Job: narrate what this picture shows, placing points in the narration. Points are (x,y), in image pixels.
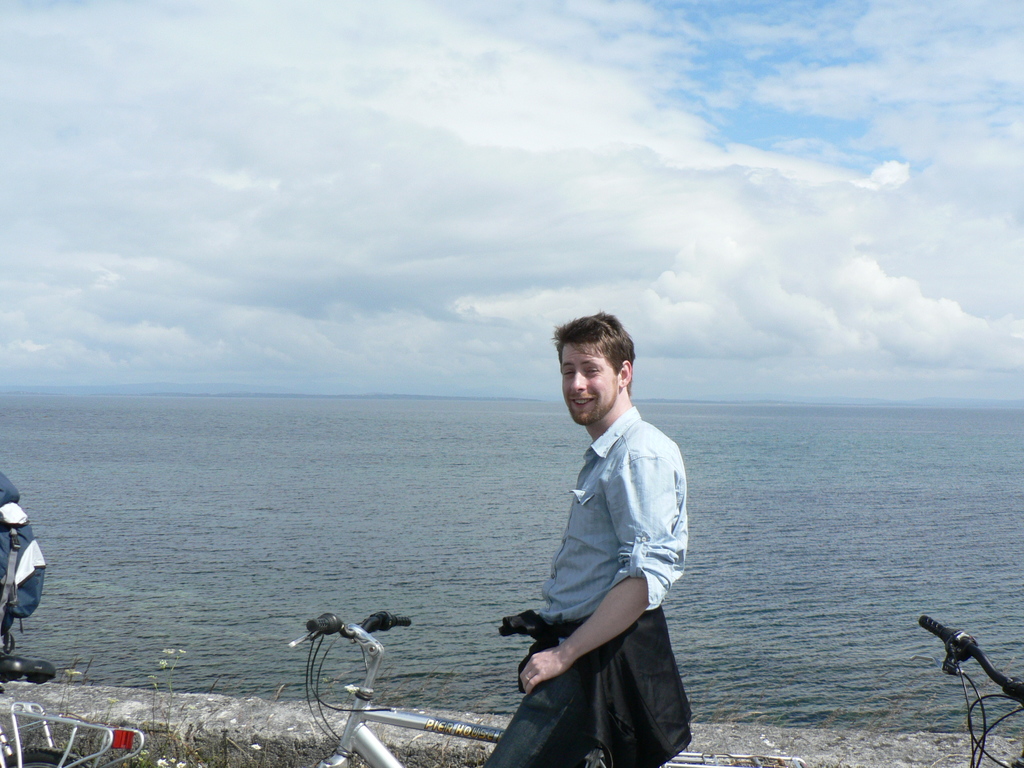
In this image I can see a man (613,409) on his cycle (395,619), I can also see a smile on his face (595,396). In the background (312,401) I can see water (131,401) and clear view of sky (353,219). I can also see few more cycle (959,671) and a bag (31,561).
